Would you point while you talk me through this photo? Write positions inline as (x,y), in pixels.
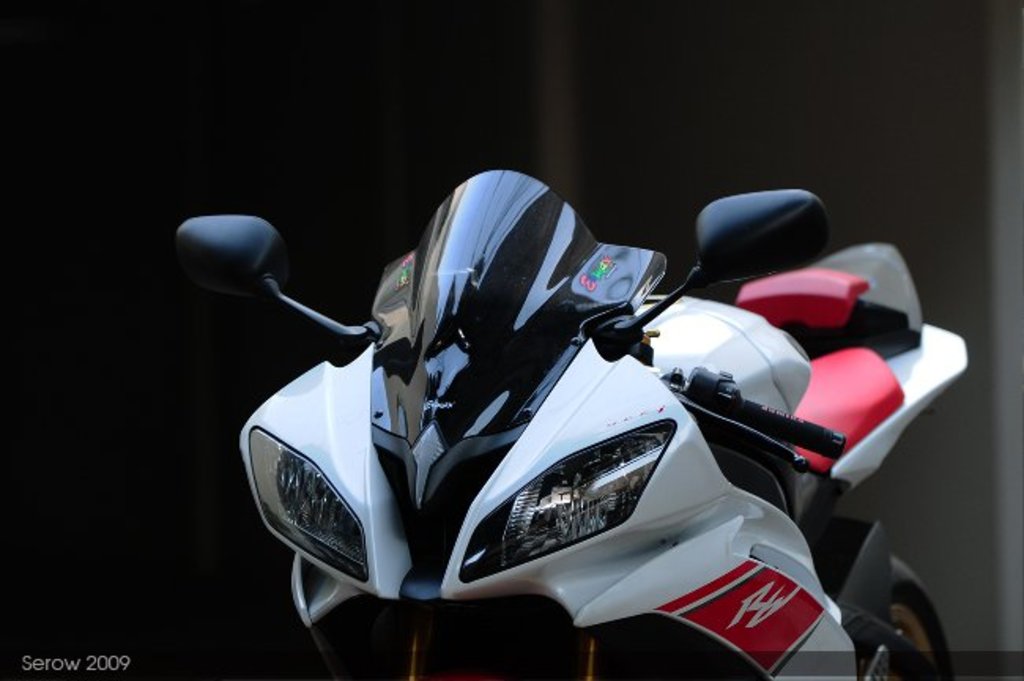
In this picture we can see a bike (365,516). In the background of the image (794,143) it is dark. In the bottom left side of the image (42,668) we can see text (29,661) and number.
